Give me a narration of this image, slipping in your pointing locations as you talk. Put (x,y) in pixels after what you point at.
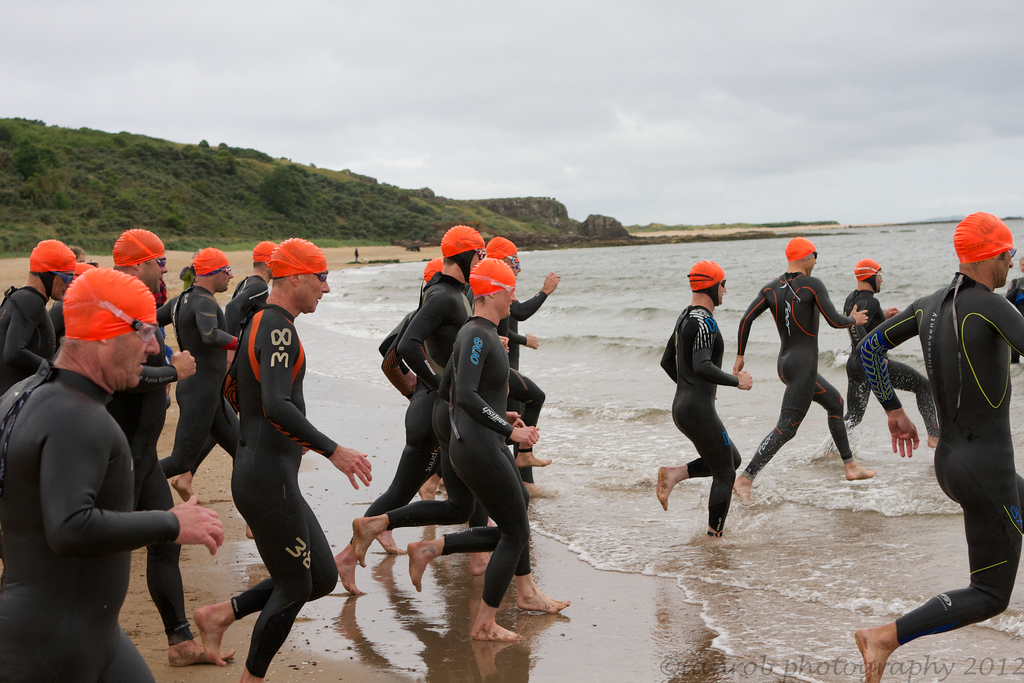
In this image we can see so many men (455,361) are running by wearing swimming costume (939,338) toward the sea (764,254). Background of the image (406,207) mountain (274,189) covered with grass (86,177) is there and the sky (713,114) is covered with clouds (266,62).
